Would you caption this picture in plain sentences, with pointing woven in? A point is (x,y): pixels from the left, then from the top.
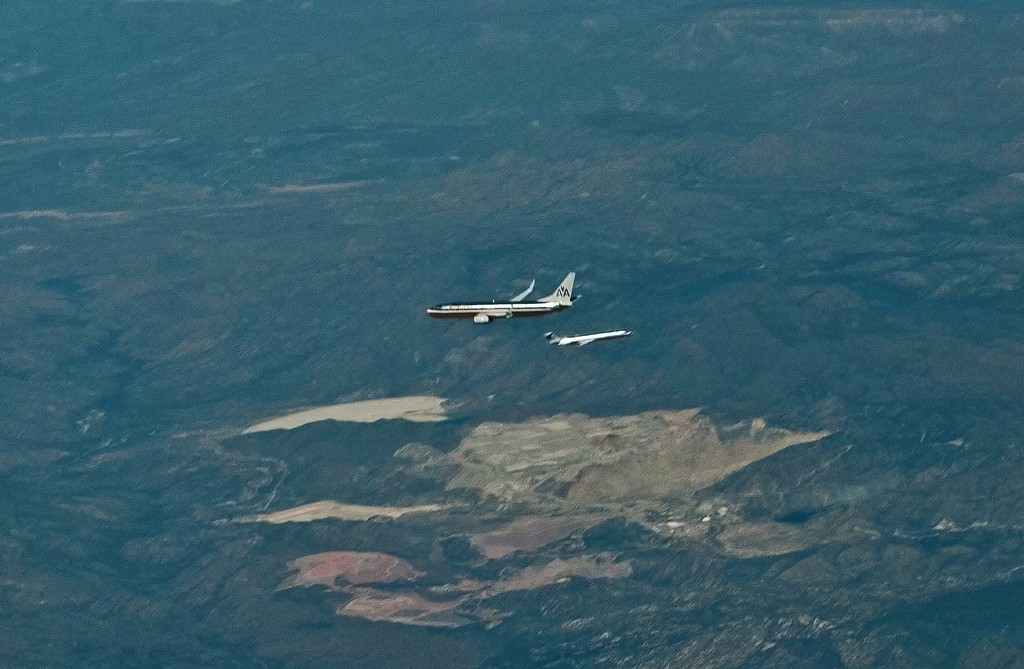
In this image we can see two airplanes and we can also see a blurred background (46,438).
